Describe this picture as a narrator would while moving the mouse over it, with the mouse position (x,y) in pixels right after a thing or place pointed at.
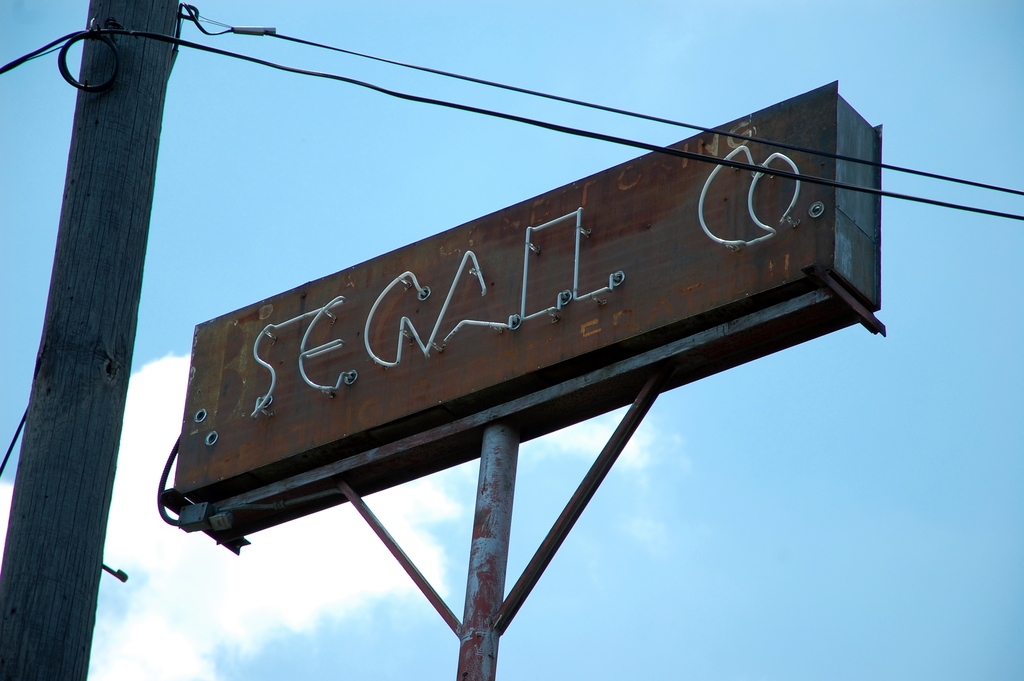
In this image there is a pole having a board (476,313) attached to it. Beside there is a wooden trunk (109,89) attached with few wires (111,33). Background (45,15) there is sky (259,576) with some clouds (208,594).
